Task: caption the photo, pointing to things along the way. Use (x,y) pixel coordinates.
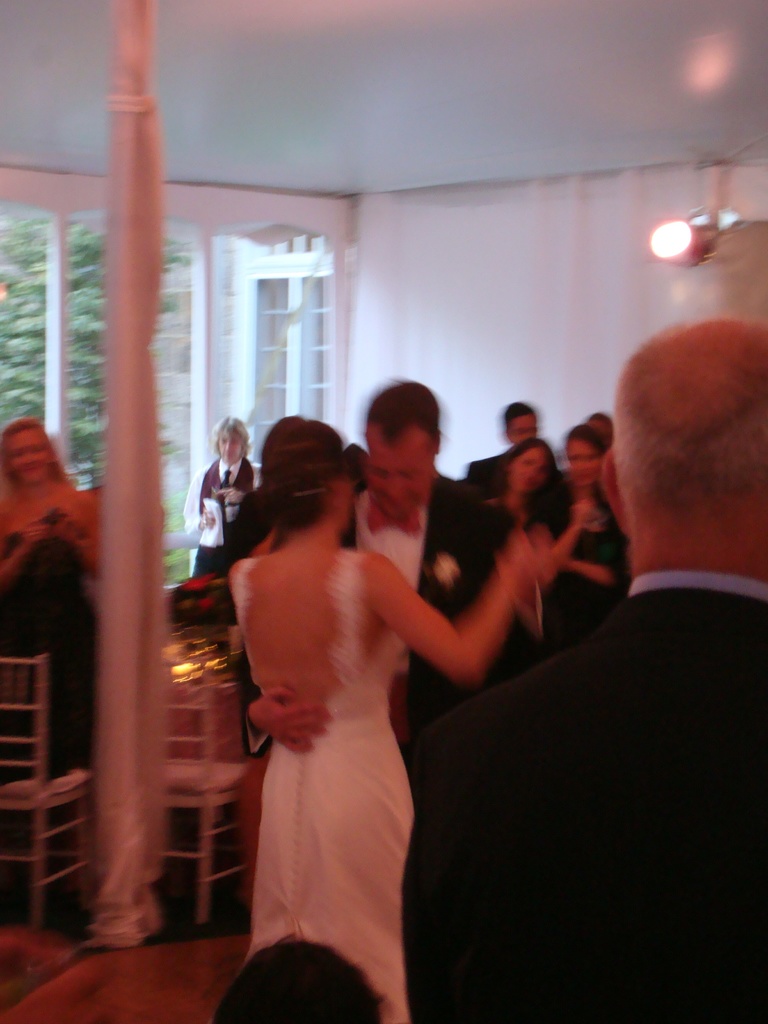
In this picture there is a man (429,694) and woman (350,646) were dancing, beside them we can see the audience (648,482) watching them. On the left (40,698) there are two chairs (38,708) near to the table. In the top left (31,315) we can see the doors (256,277) and trees (31,295). In the top right corner (721,222) there is a light (728,211).
